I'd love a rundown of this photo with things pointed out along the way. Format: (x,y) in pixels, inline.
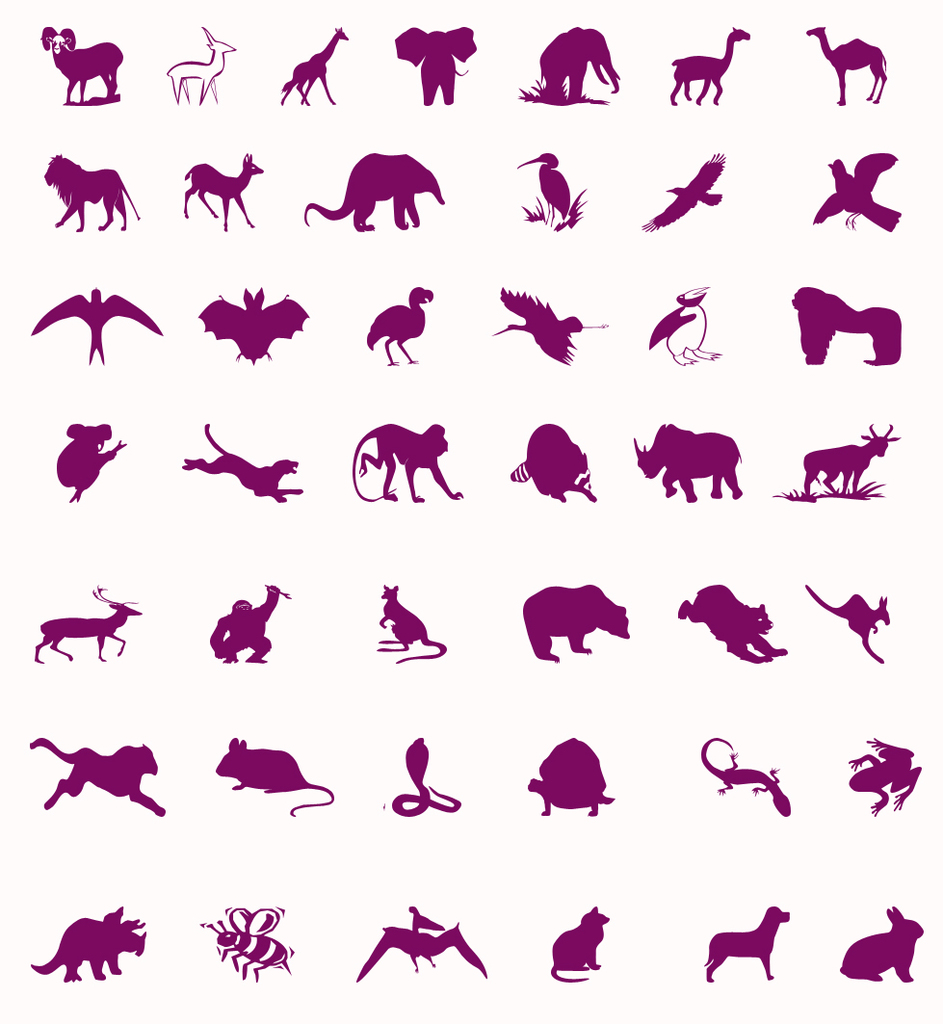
In this image there are different kinds of birds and animals (721,63).
